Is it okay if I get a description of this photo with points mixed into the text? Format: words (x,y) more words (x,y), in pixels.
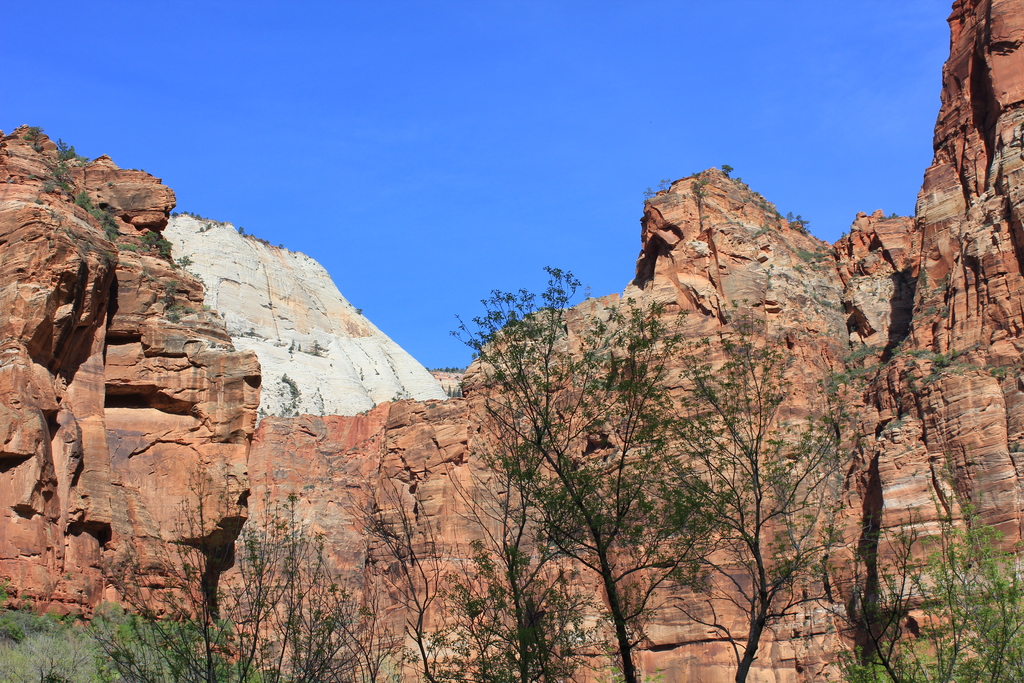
In this image I can see a brown and white color rock (350,397). I can see few trees (289,576). The sky (514,212) is in blue color.
